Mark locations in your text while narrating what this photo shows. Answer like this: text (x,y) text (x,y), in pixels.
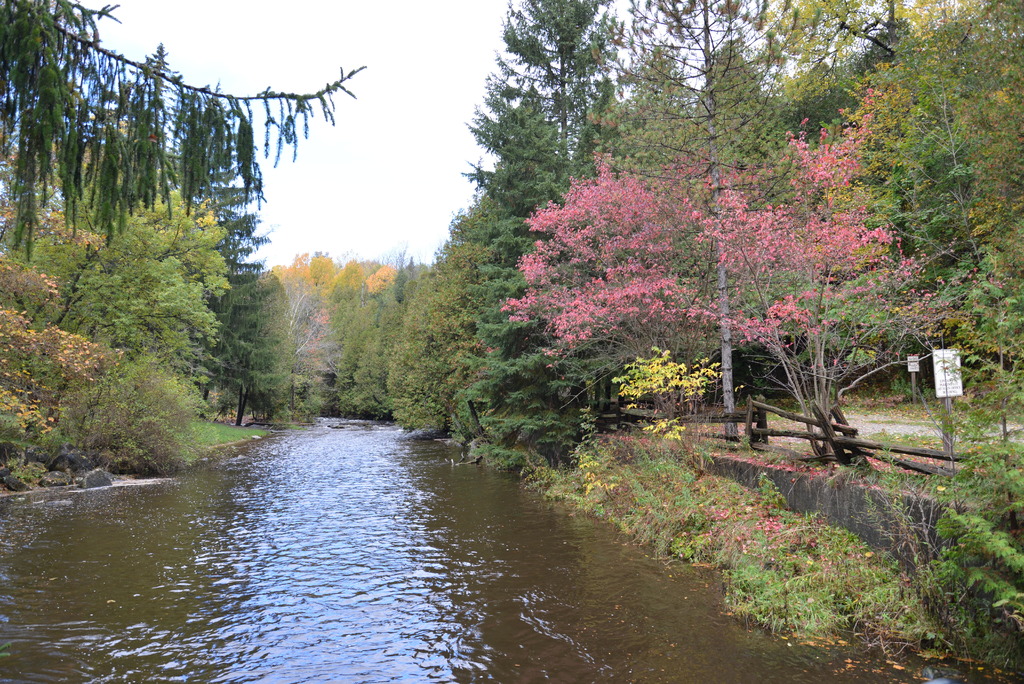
In this image, we can see so many trees (548,358), plants (960,495), wooden objects (807,433), poles (946,416), boards (951,393) and road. At the bottom (654,615), we can see the water (323,598). Background (263,7) there is a sky (340,141).
